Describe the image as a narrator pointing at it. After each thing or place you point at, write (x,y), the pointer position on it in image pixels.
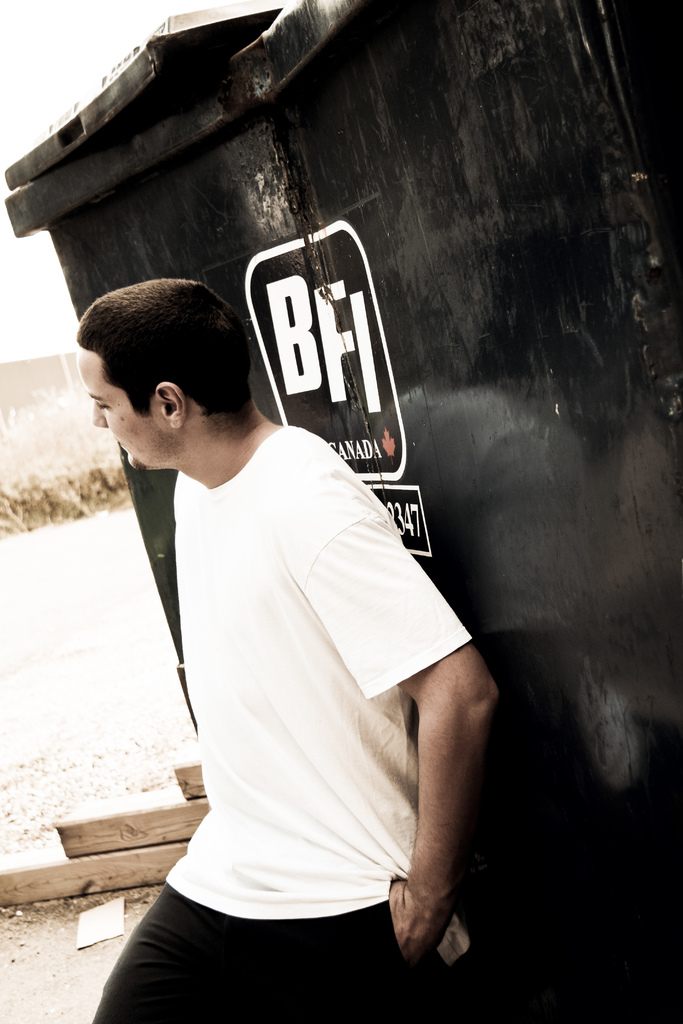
In this picture there is a man (219,718) standing, behind him we can see text (376,388) on black object (362,274). In the background of the image (100,447) we can see ground (93,524) and grass (73,456).
